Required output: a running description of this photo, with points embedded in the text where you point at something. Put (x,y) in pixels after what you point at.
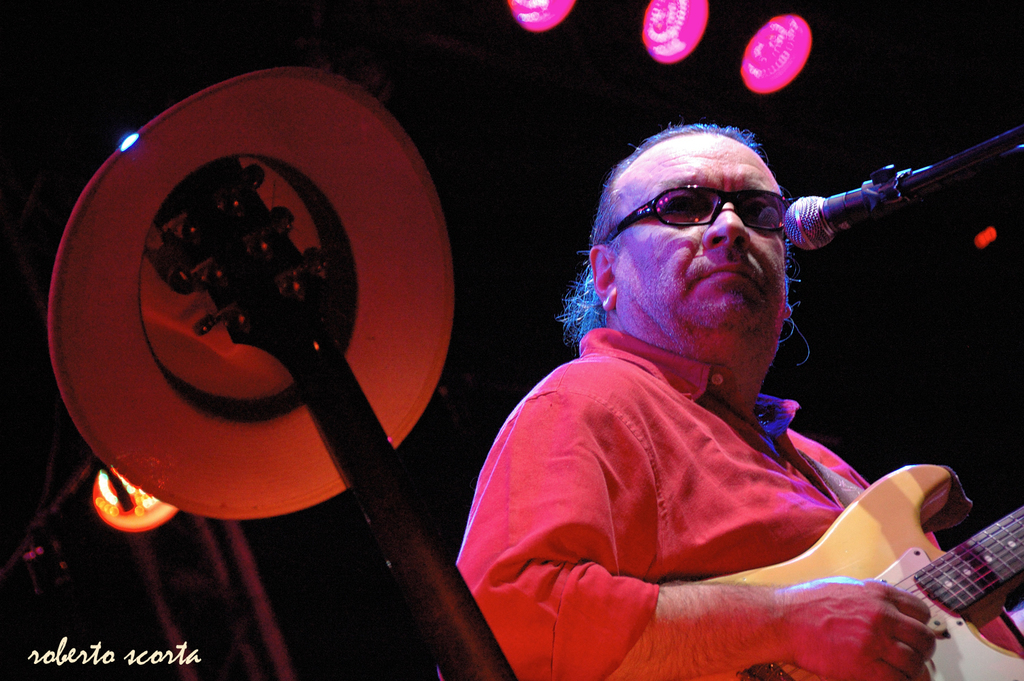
A hat (135,184) is placed on the head (240,260) of the guitar (377,456). A person (595,488) wearing a red shirt (631,457) and a goggles (695,214) is holding a guitar (939,610) and playing. In front him there is a mic stand (895,193). And there are lights (647,23).
